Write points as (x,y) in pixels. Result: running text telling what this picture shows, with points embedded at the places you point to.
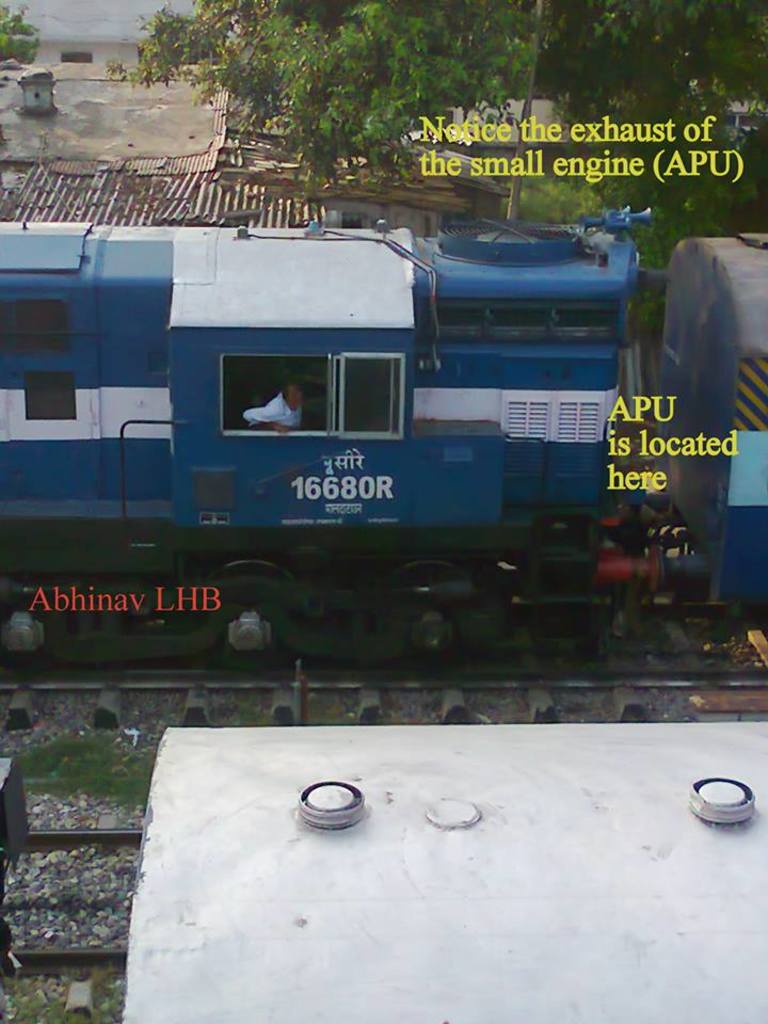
In this image we can see a blue color train (312,445) is on the railway track (525,686). background of the image (653,62) houses (142,150) and trees (575,68) are present and on the image some text (598,166) is written.
